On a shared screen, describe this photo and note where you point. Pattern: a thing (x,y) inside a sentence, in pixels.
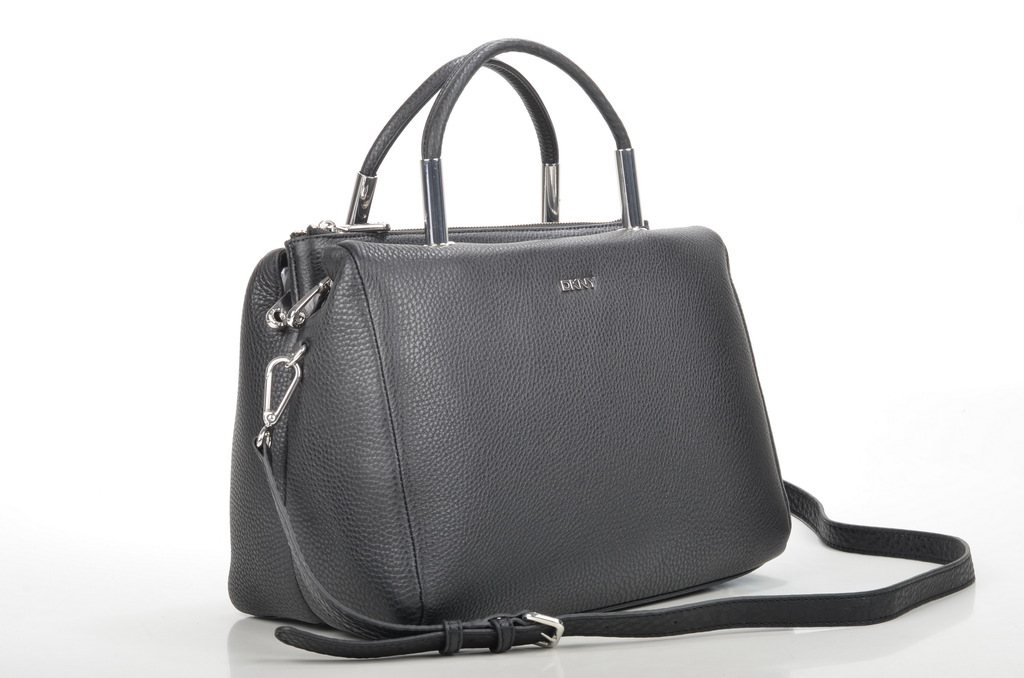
In this image i can see a gray color hand bag (502,357) and there are the holdings (275,406) of the hand bag (268,400) and there is a some text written on the hand bag (591,296) and on the background (257,167) i can see a white color.
